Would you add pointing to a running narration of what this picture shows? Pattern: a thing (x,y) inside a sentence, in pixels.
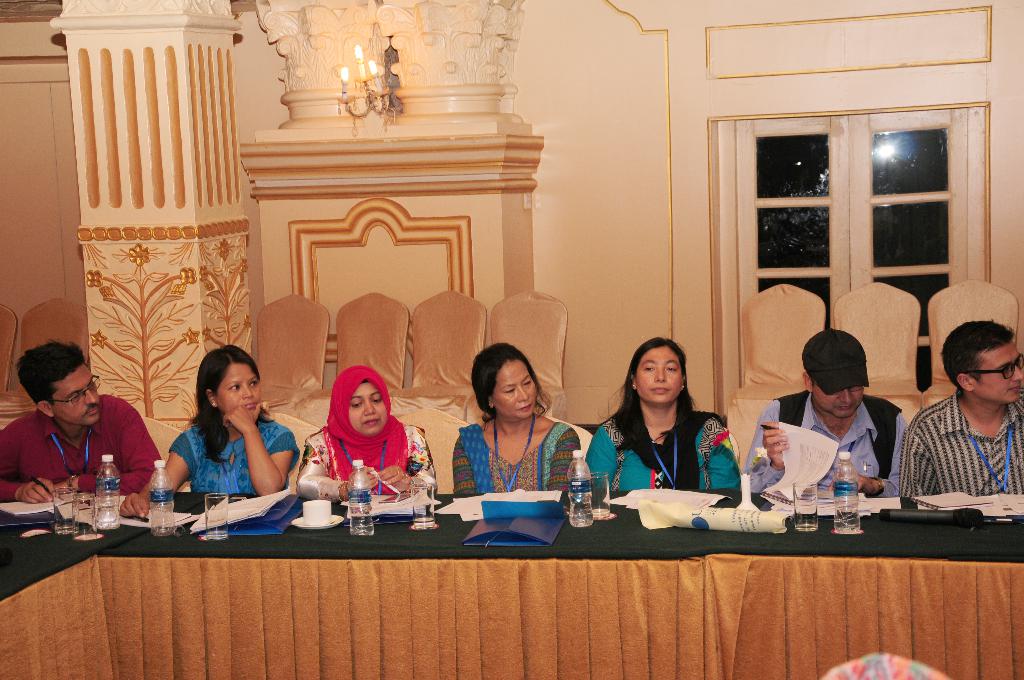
In the picture there are few women (512,425) and men (123,421) sat on chair (750,425) in front of table (816,562). It looks like a meeting hall (364,259), there is a chandelier (363,92) to the wall (352,138) and there is a door (850,236) on the right side (850,207) with chairs (889,303) in front of them and there are designs (161,301) on the pillar (152,298) which is on the left side (151,225).
